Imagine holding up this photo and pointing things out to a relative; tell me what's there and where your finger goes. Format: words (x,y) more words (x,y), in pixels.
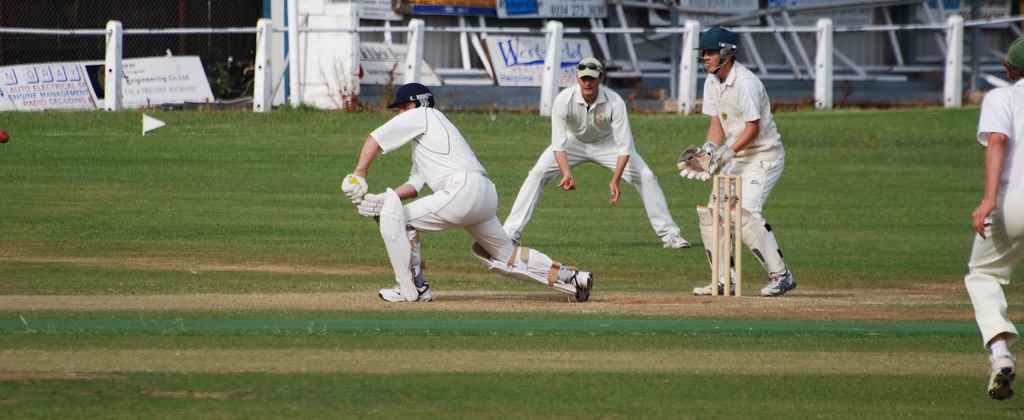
In this people (422,140) are playing cricket on the ground (262,187). At the back side (109,50) there are metal rods (256,74). At the background (511,52) there are banners (494,58).
